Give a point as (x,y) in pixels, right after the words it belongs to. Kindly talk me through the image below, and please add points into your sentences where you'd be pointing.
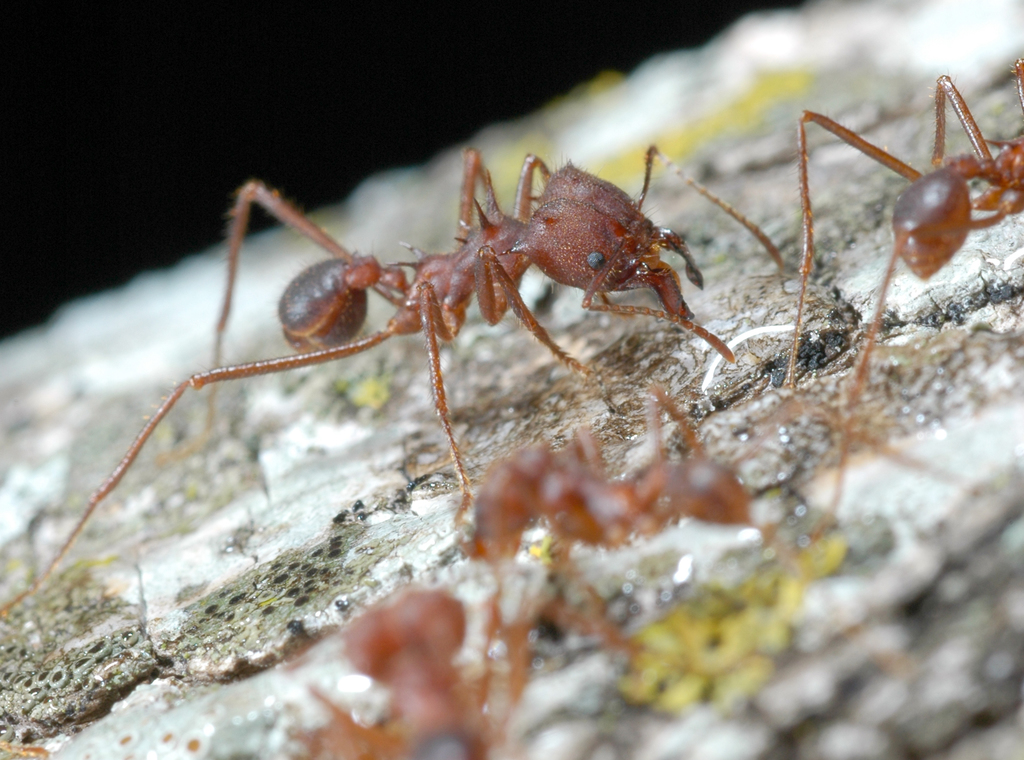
In the picture I can see the ants (725,519).
